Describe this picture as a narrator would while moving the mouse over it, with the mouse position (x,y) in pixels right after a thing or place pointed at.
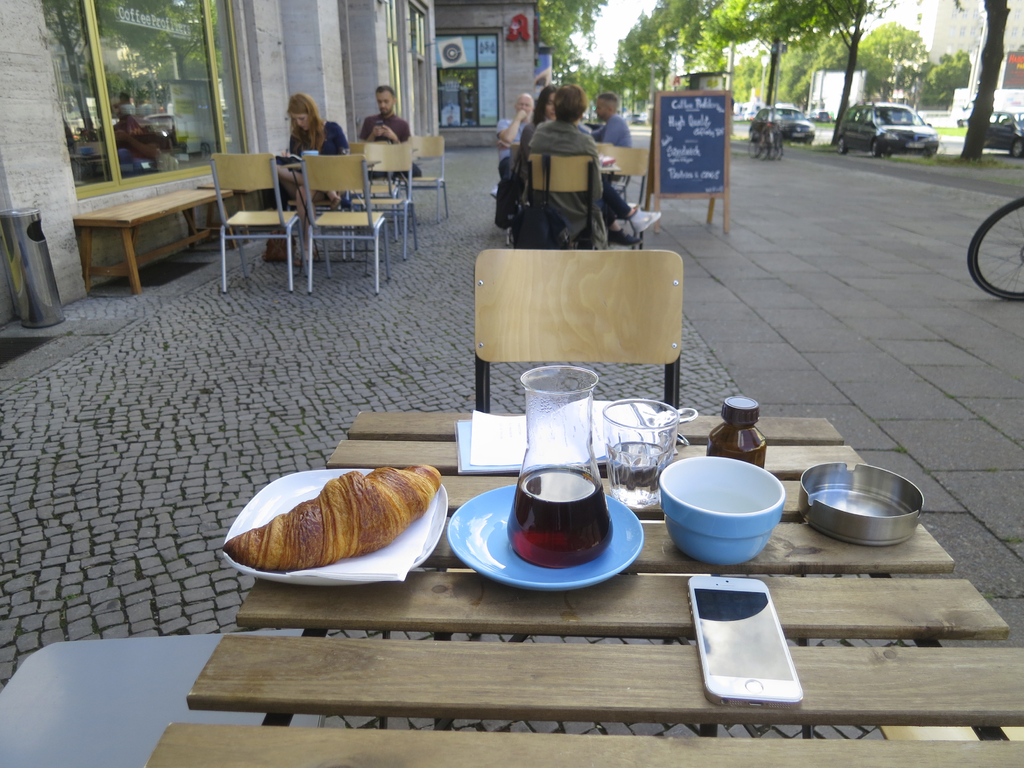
In this image we can see plate (351,545) with food (342,495), jar (570,518), glass (630,489), bowl (671,505), bottle (745,443) and mobile phone (733,663) on the table (685,626). We can see this persons (542,125) are sitting on the chairs (321,170) near the table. In the background (723,166) we can see cars (871,126), trees (901,44) and board (710,126).
